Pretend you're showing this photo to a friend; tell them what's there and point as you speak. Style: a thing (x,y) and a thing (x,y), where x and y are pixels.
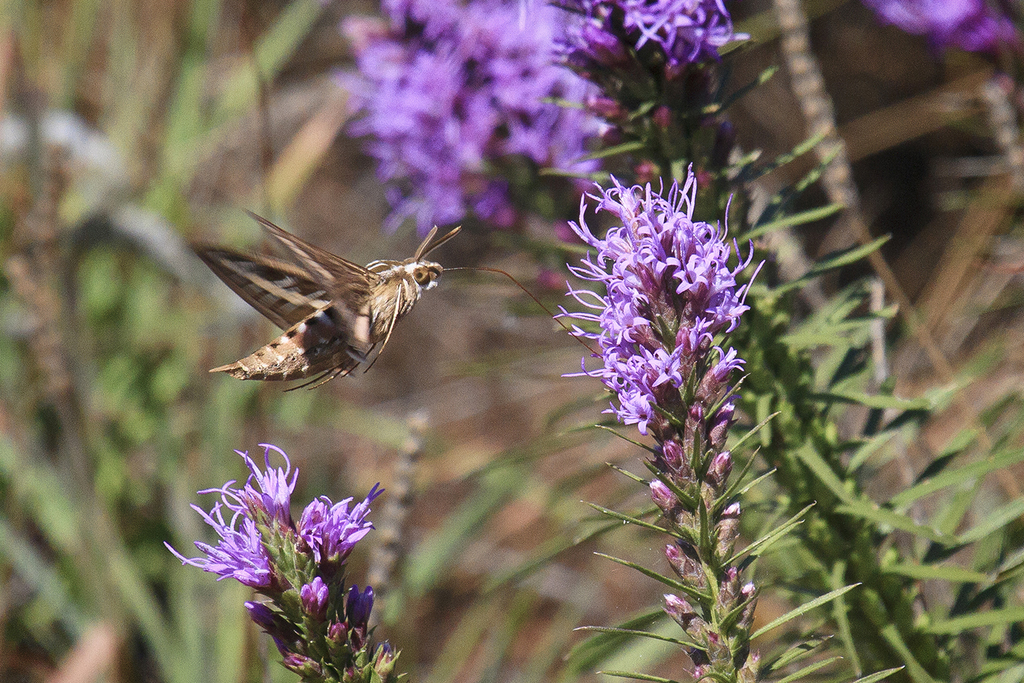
There are flower plants (732,675) and an insect (369,350) in the foreground area of the image (614,348).
